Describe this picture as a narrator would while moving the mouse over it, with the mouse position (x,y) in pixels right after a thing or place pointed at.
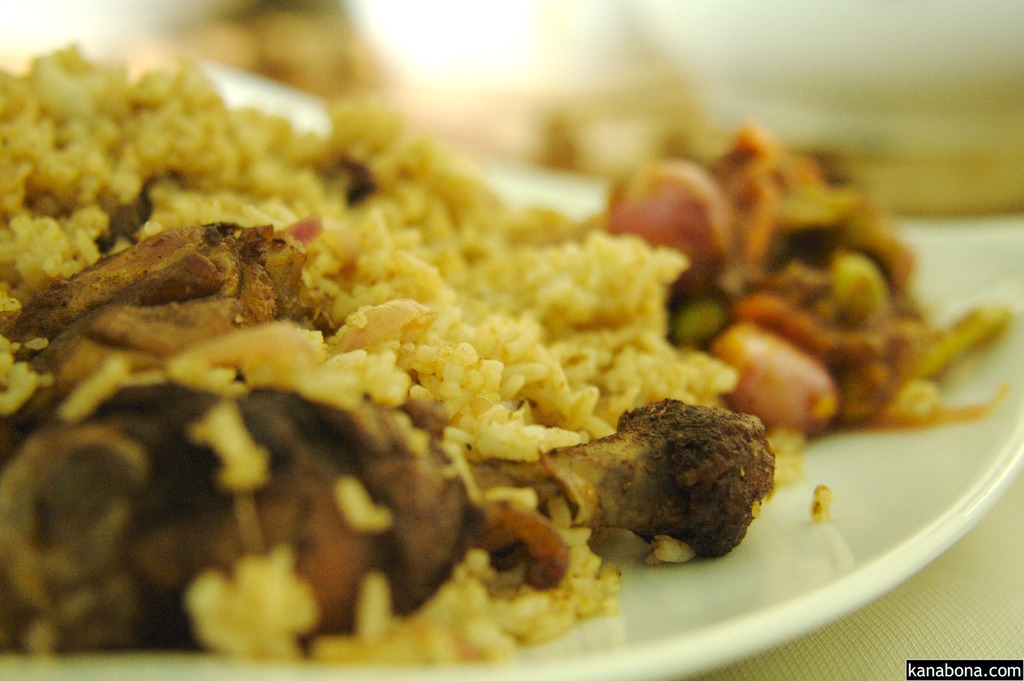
In this image there is food (724,433) on the plate (819,532), there is a plate (879,564) on the surface (941,613), there is text (960,668) towards the bottom of the image (947,673), there is food (55,289) truncated towards the left of the image (74,353), the background of the image (187,23) is blurred.
